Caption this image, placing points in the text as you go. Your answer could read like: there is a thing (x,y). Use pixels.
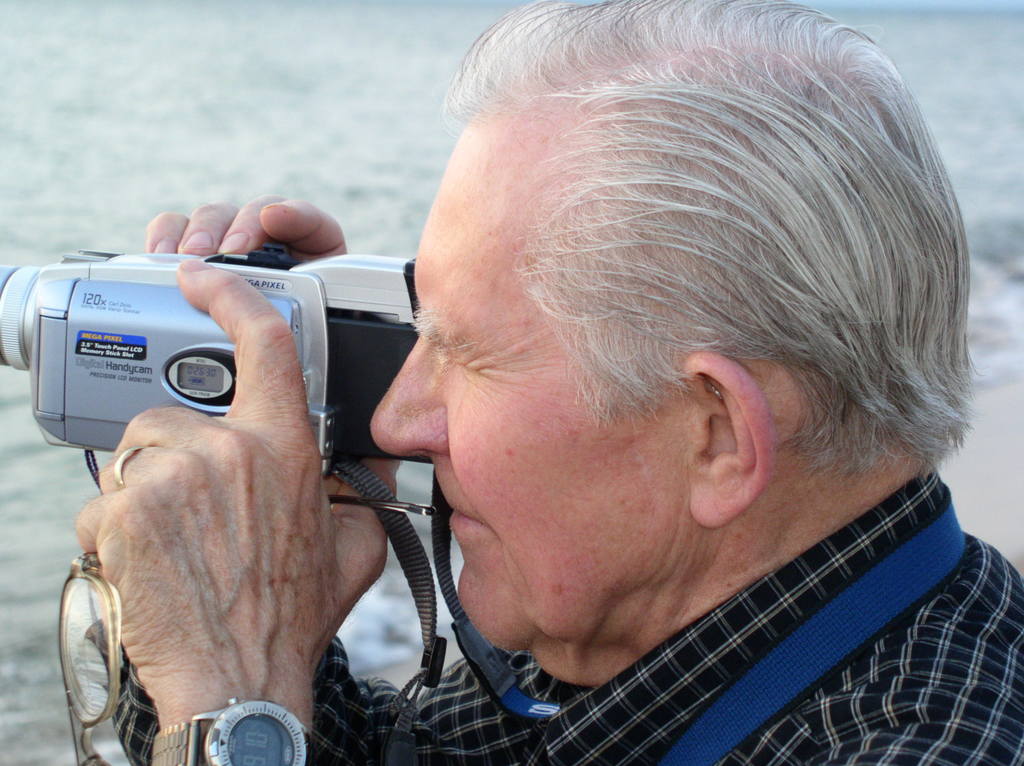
In this picture there is a man (373,685) holding a camera (133,377) in his hand (189,532). Camera (175,375) is grey in color. He is also holding a spectacle (73,661) in his hand (245,312).
